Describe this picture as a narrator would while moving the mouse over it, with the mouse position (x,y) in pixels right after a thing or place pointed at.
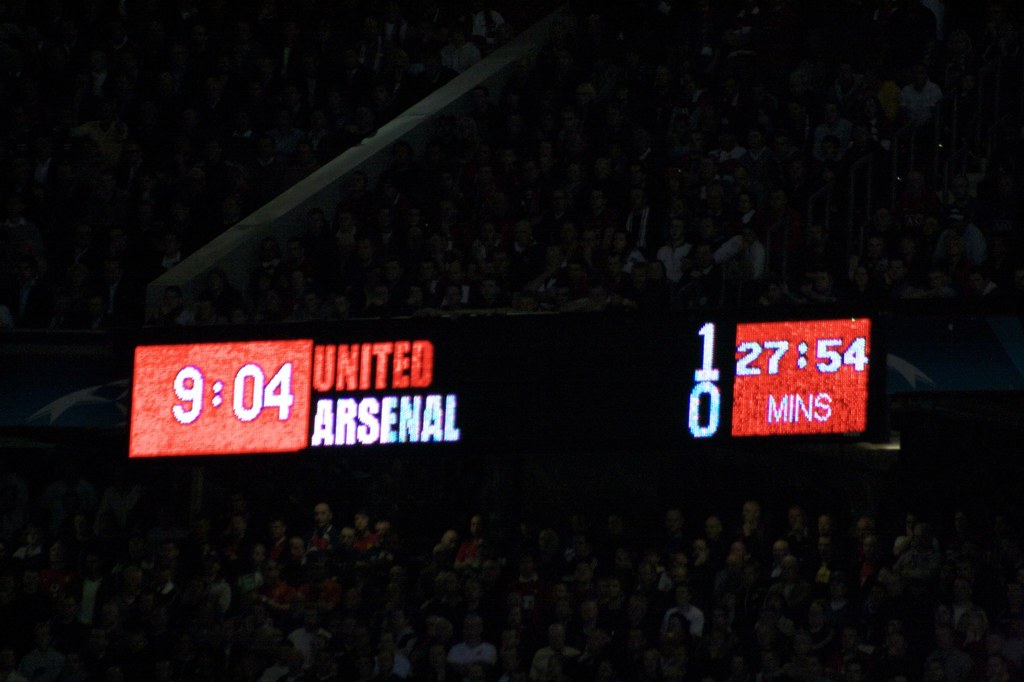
In this image we can see people (663,205) sitting in stands (264,594). There is a screen (379,375) with some text (342,388).
